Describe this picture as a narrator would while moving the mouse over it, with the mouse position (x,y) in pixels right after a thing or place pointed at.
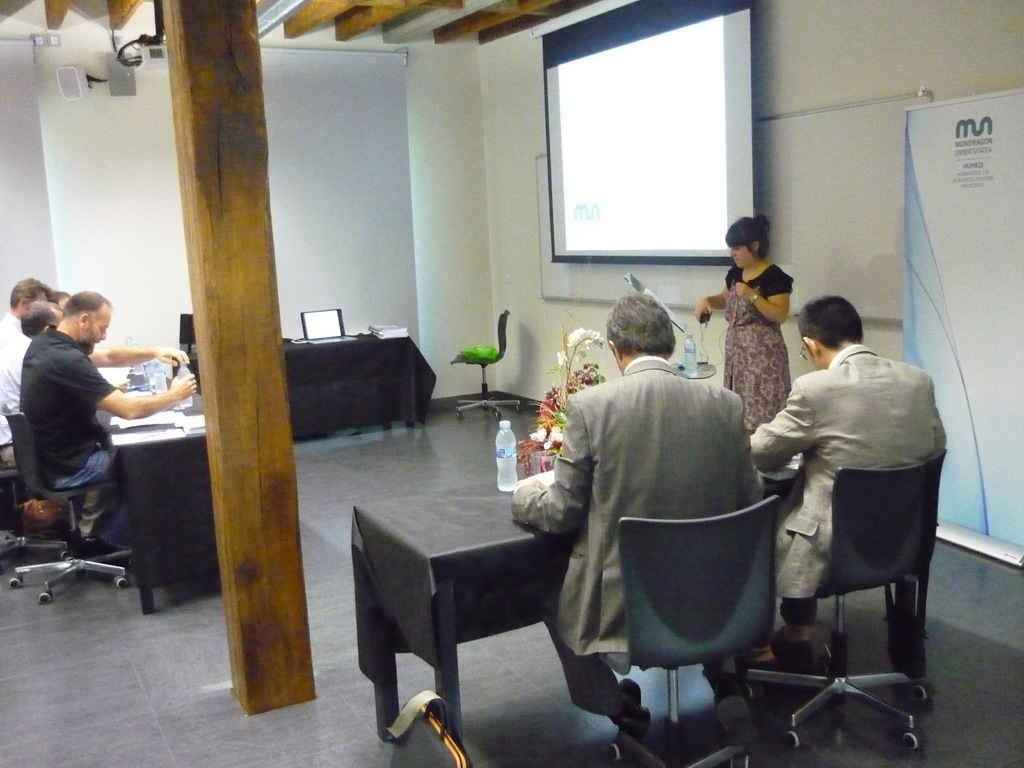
The image is taken inside a room (353,487). On the left side of image (19,466) there are people (37,405) sitting on a chair (54,568). On the right side (708,214) there is a screen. There is a chair (457,409). There is a bottle (507,422), a laptop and books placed on a table (356,399). There is a lady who is standing before the screen (699,226) is presenting. There are two people (805,374) who are sitting next to her.
